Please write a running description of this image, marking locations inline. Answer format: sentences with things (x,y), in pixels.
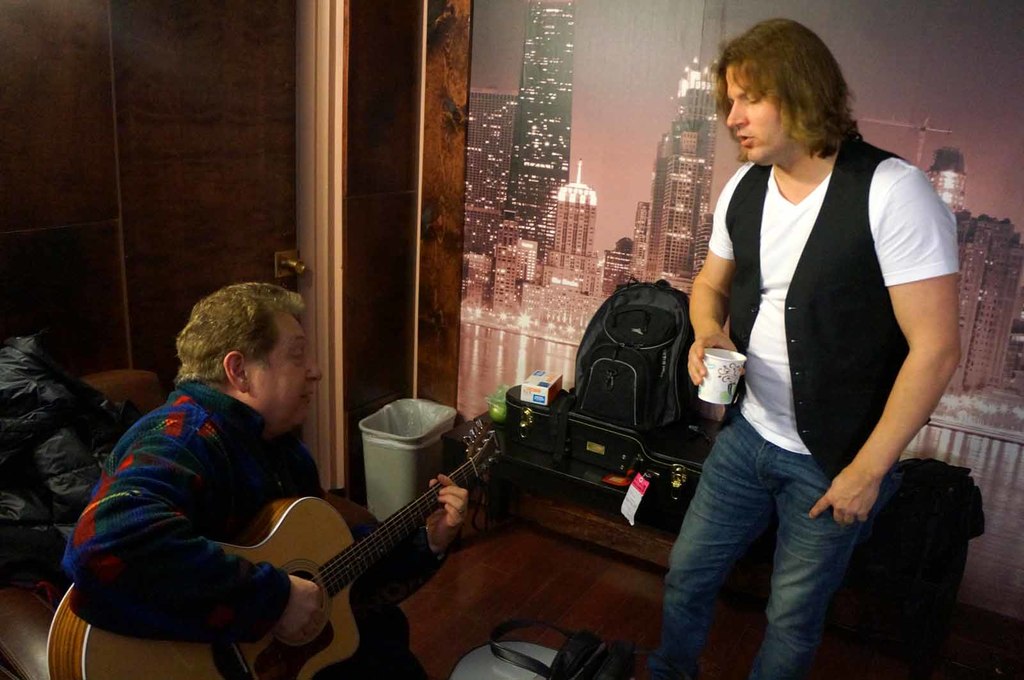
In this picture we can see a man (212,547) playing guitar (183,673) and near to him we can see other man (765,308) standing and holding a glass (722,382) in his hand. This is a floor (488,579). This is a trash can (389,431). Here on the table (509,476) we can see a backpack (585,390) and a box (542,391). Here we can see a frame (841,57), where we can see buildings (566,130). This is a door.
